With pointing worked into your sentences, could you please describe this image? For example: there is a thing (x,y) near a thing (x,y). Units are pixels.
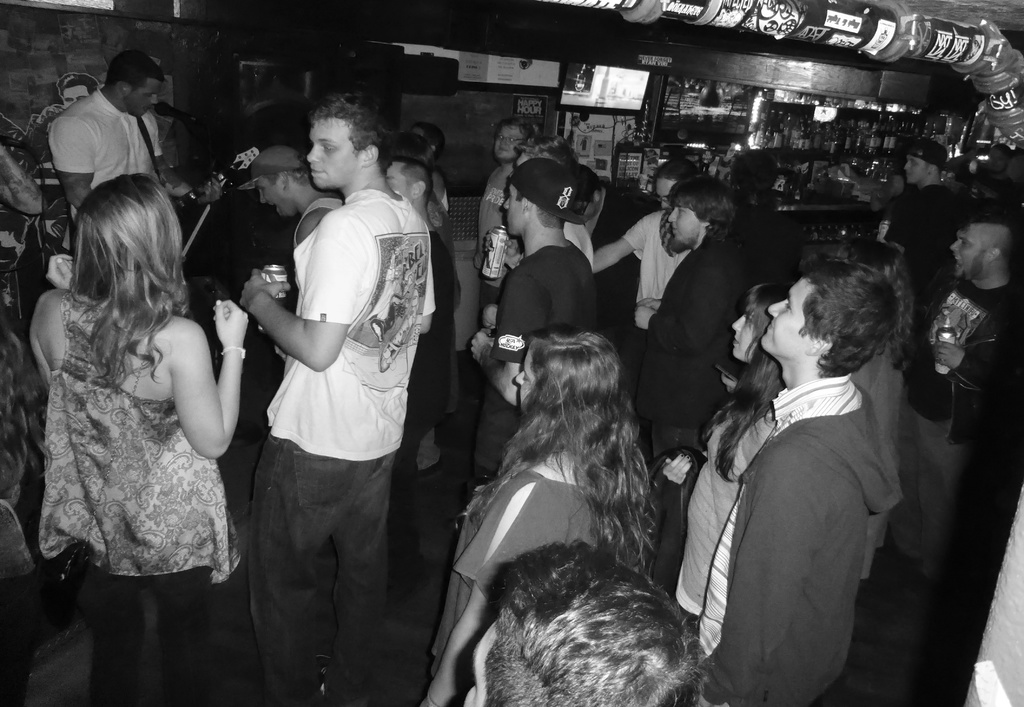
In the foreground (389,379) I can see a group of people (490,390) are standing on the floor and are holding cans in their hand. In the background (889,68) I can see a shop (622,219), AC duct (833,42), chairs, bottles (773,144), posters (601,157), musical instruments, screen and wall (3,74). This image is taken may be during night in a bar (889,68).
